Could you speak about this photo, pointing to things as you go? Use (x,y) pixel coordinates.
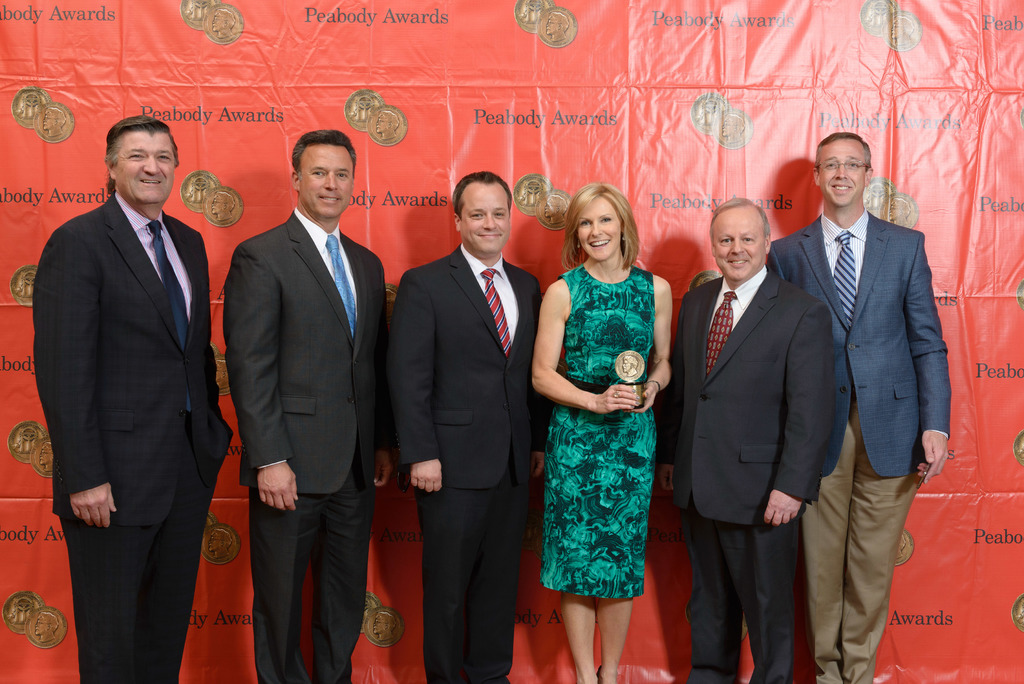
In this image there is a red color banner (327,81) on which images (17,97) of coins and text (549,111), in front of banner (253,159) there are five men (504,398) and one woman (612,466), woman (596,468) holding a trophy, all are smiling.
